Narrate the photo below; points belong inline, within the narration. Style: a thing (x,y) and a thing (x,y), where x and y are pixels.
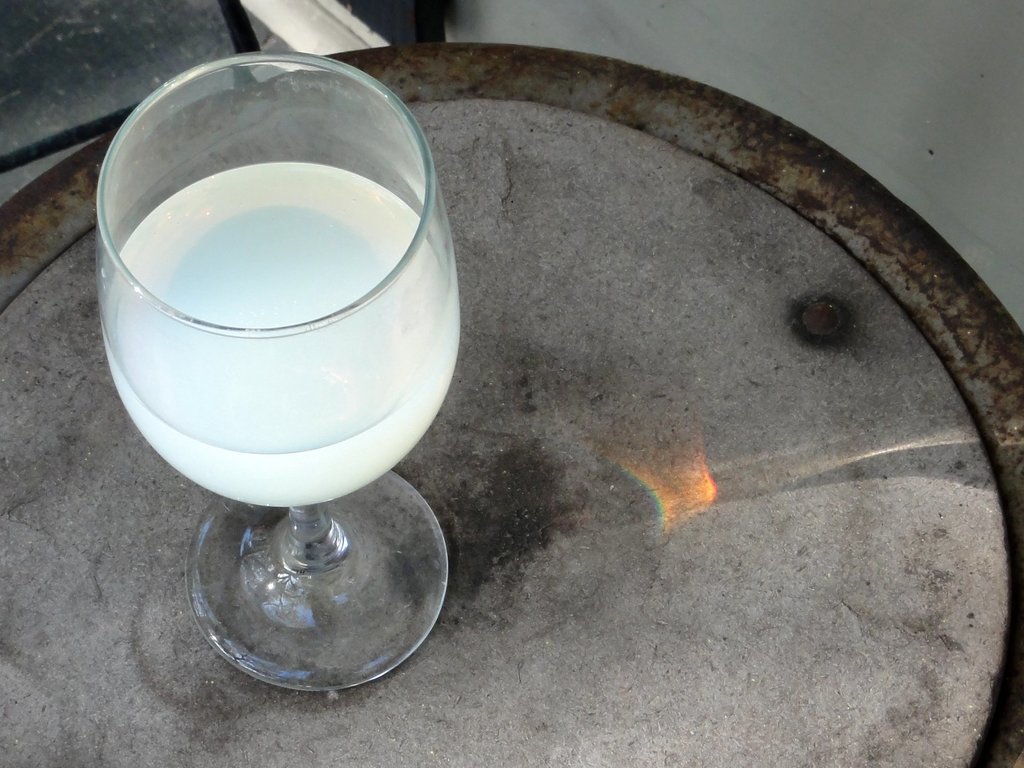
In this image there is a beverage (206,272) in tumbler (444,339) placed on the table (744,352).
